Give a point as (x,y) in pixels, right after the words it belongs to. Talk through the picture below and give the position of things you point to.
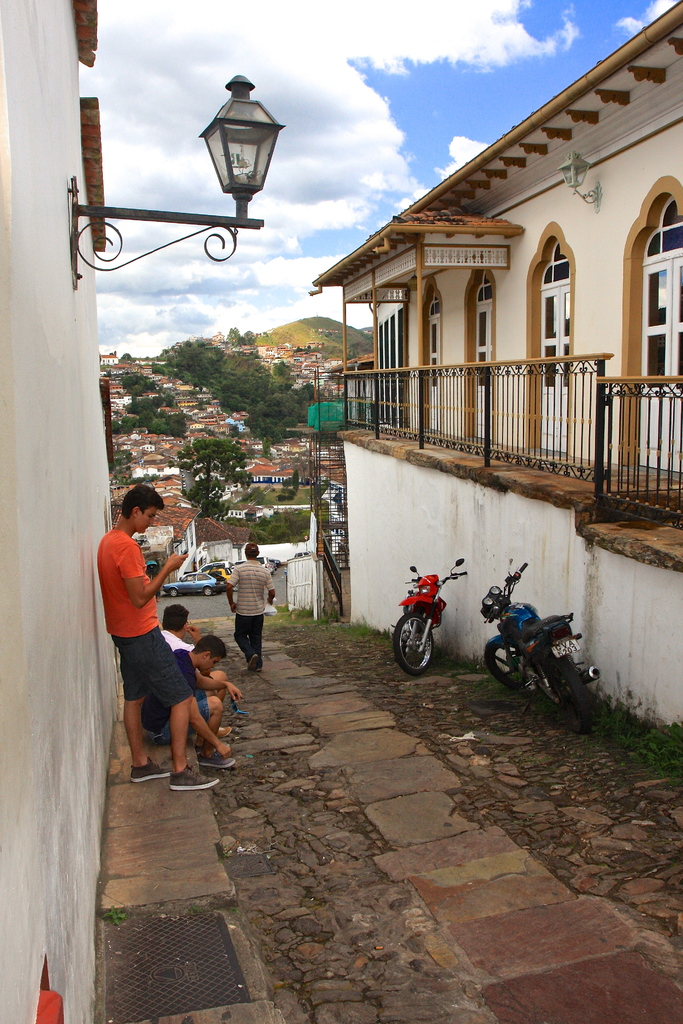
In this picture we can describe about the beautiful view of the house lane (262,761). In front (137,675) we can see boy (130,660) wearing red color t-shirt (128,635) and blue short (155,648) standing and seeing in the phone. Beside we can see two boy (191,663) sitting on the ground (481,686). Above we can see black color lamp post (118,266) on the wall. On the right side (548,680) we can see two bikes (423,643) are parked and a beautiful house (440,435) with metal grill balcony (546,439) and white color doors (667,278).
